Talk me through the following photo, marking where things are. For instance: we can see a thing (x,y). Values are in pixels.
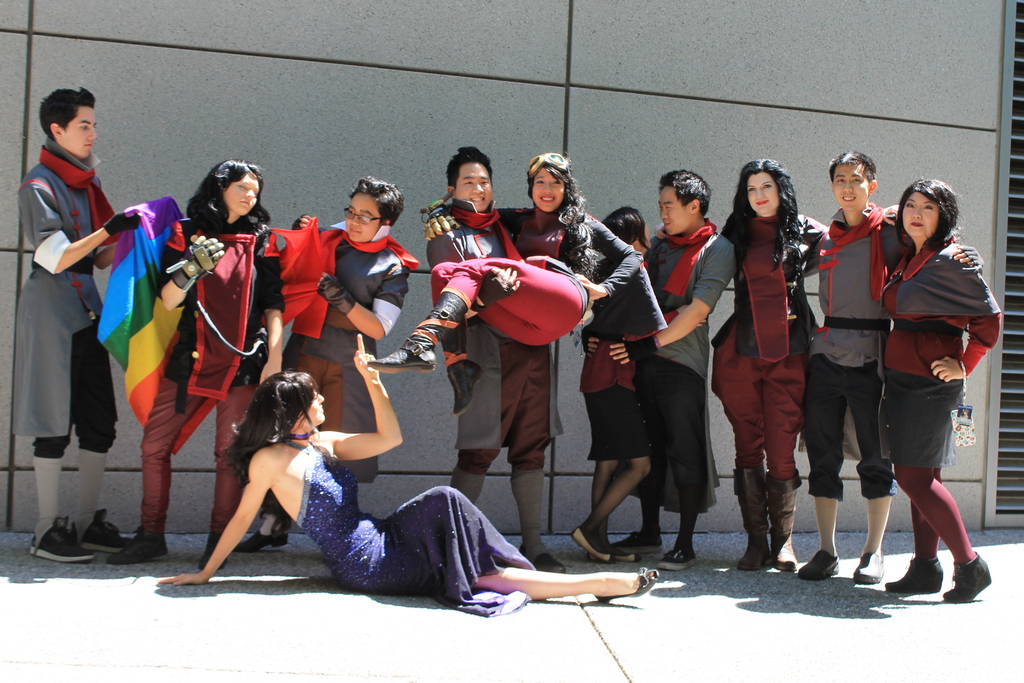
As we can see in the image there are group of people (508,250) and building (524,99). The man (55,151) on the left side (87,294) is holding a cloth (138,294).
